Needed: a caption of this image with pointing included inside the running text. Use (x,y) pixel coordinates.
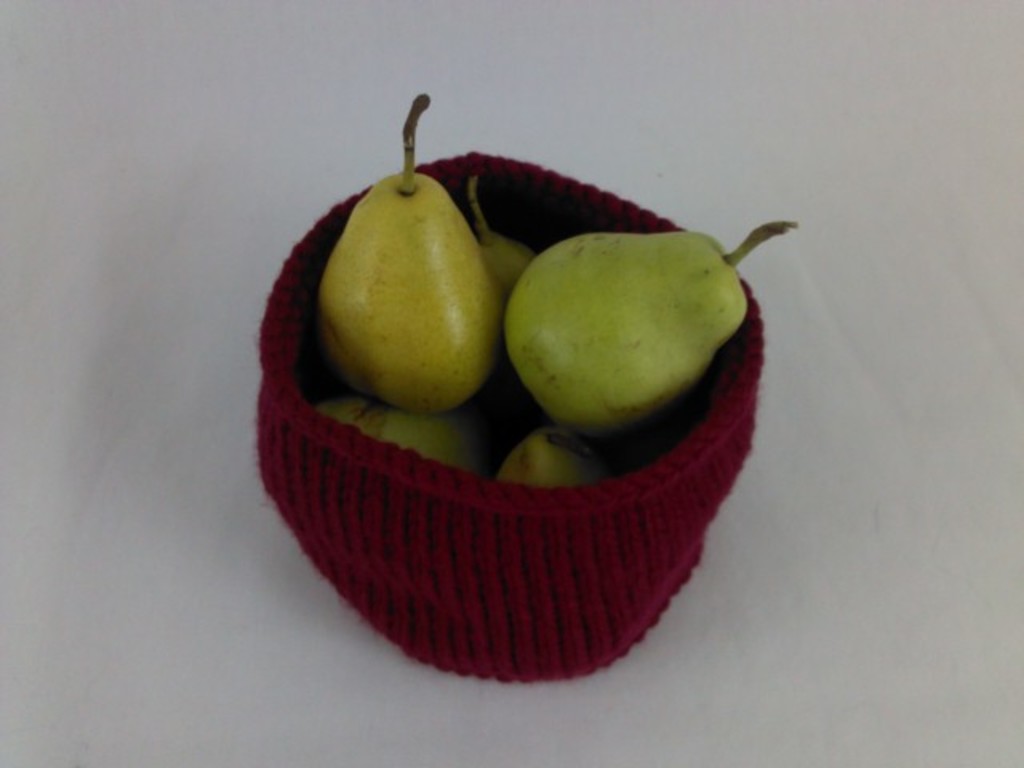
In this image, we can see a red color object (281,419), in that there are some fruits (485,358) kept.
